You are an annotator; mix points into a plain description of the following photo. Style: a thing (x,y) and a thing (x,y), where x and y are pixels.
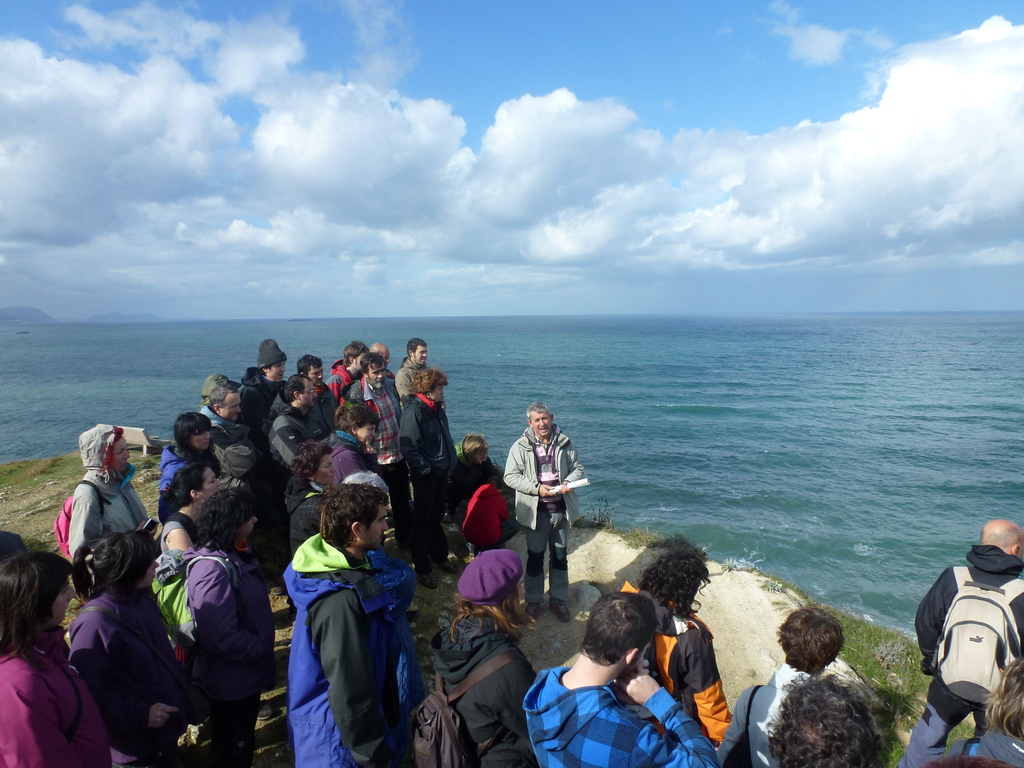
In this image there are a few people (347,497) standing on the shore (533,641) of the sea (598,382), in the background of the image (485,398) there is water (614,371).
